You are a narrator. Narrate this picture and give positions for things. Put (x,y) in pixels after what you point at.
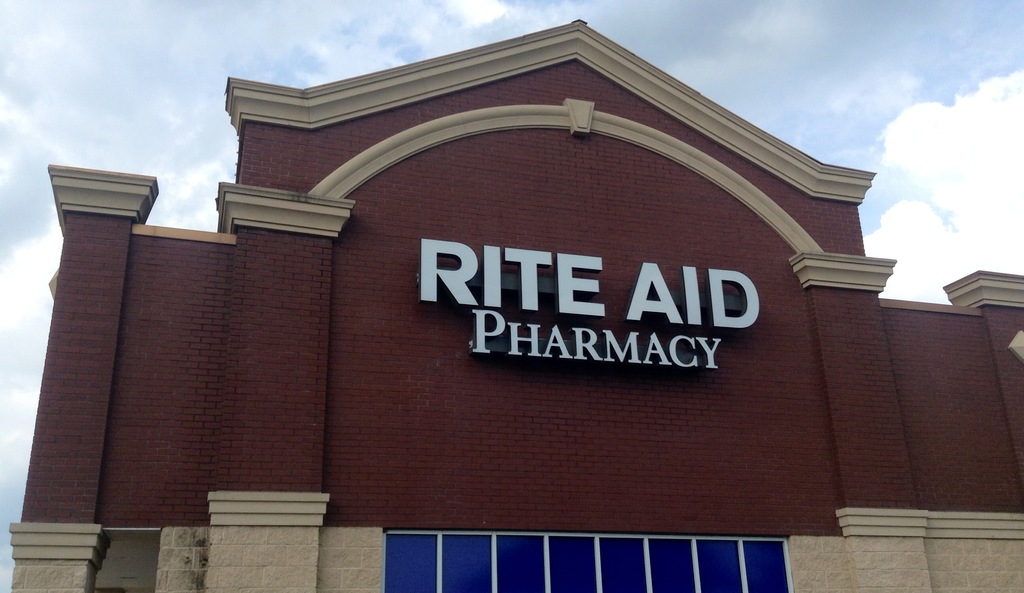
Here in this picture we can see a building (56,199) present and on that we can see the name (536,304) of the building (412,254) present with a hoarding (743,317) over there and we can see clouds (283,39) in the sky (340,23) over there.
